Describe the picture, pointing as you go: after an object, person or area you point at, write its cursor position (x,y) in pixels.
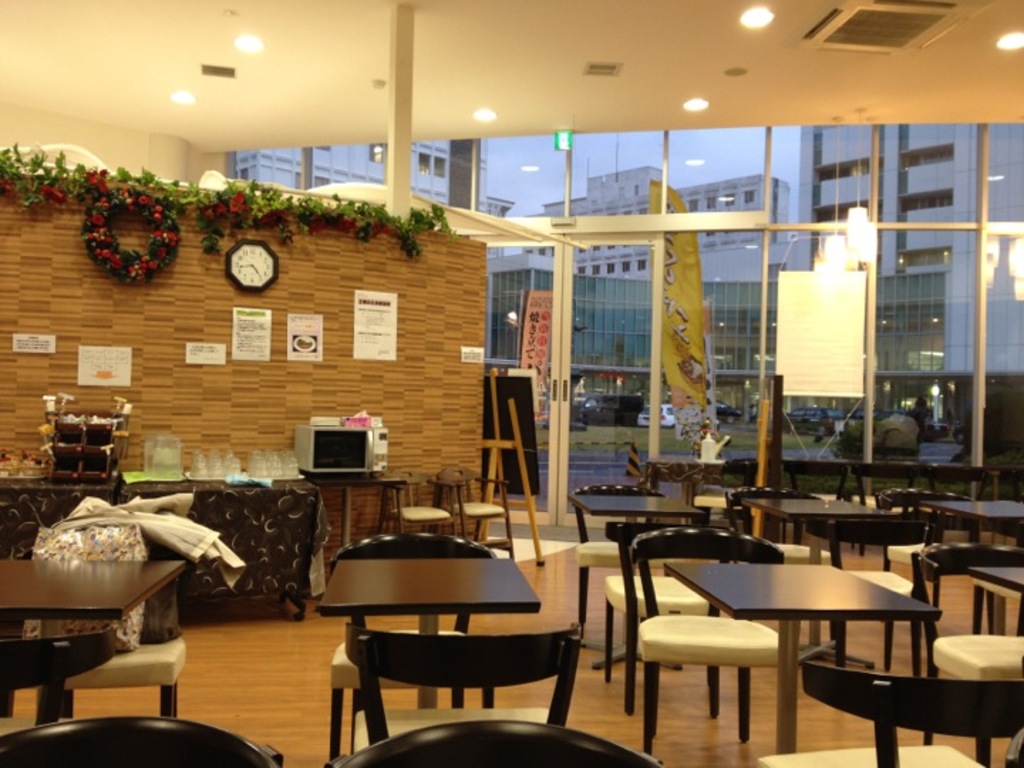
In this picture I can see there are few tables (435,705) and chairs (680,630) and there is a wall (235,423) in the backdrop (395,440) and a micro oven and glasses (215,472). There are few papers (252,345) pasted on the wall (237,237). There is a glass door (621,311) onto right side (710,268).
